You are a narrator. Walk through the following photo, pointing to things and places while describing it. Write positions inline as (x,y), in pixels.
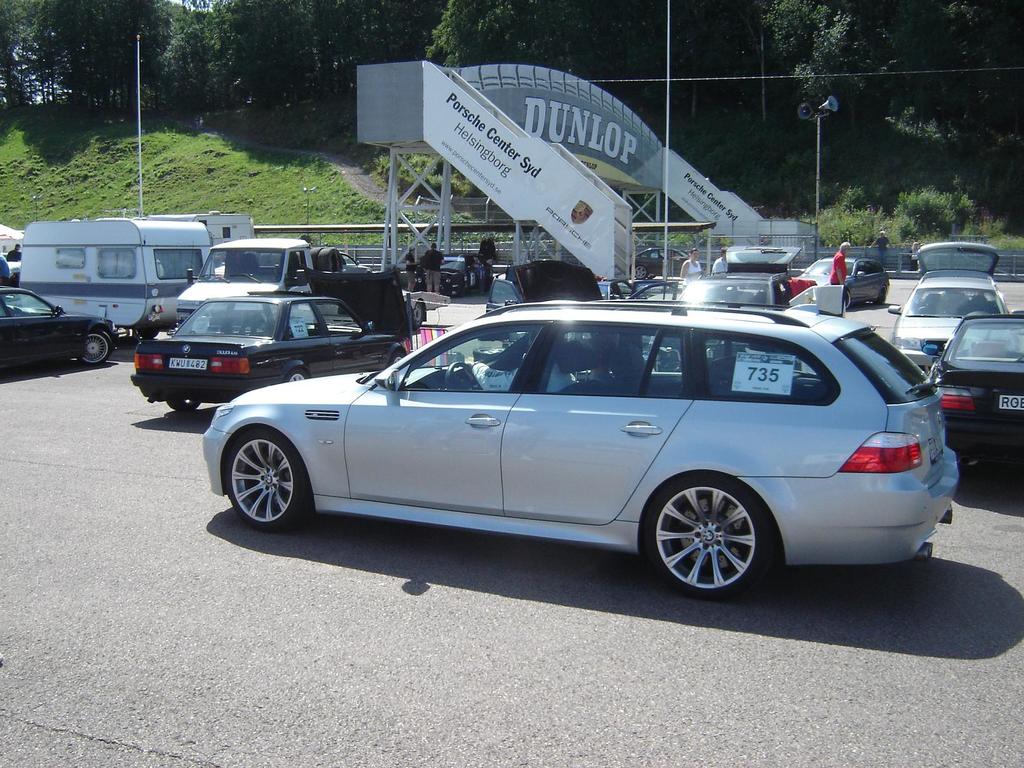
In this image, we can see few vehicles (508,447) are parked on the road (399,647). Background (48,77) we can see few people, rods (891,265), poles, grass (13,215), plants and trees (929,28). Here we can see banners (484,161) and few objects (383,121).
